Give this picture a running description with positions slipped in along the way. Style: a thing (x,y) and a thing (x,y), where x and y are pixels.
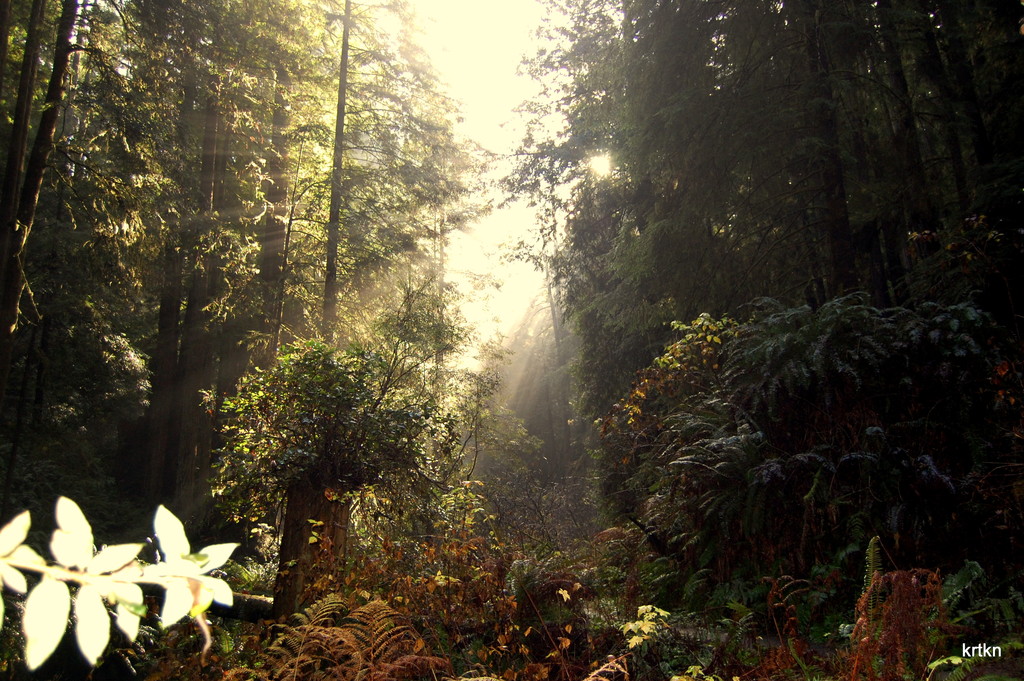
In this image we can see tall trees (604,238) and the sunlight (499,80).
